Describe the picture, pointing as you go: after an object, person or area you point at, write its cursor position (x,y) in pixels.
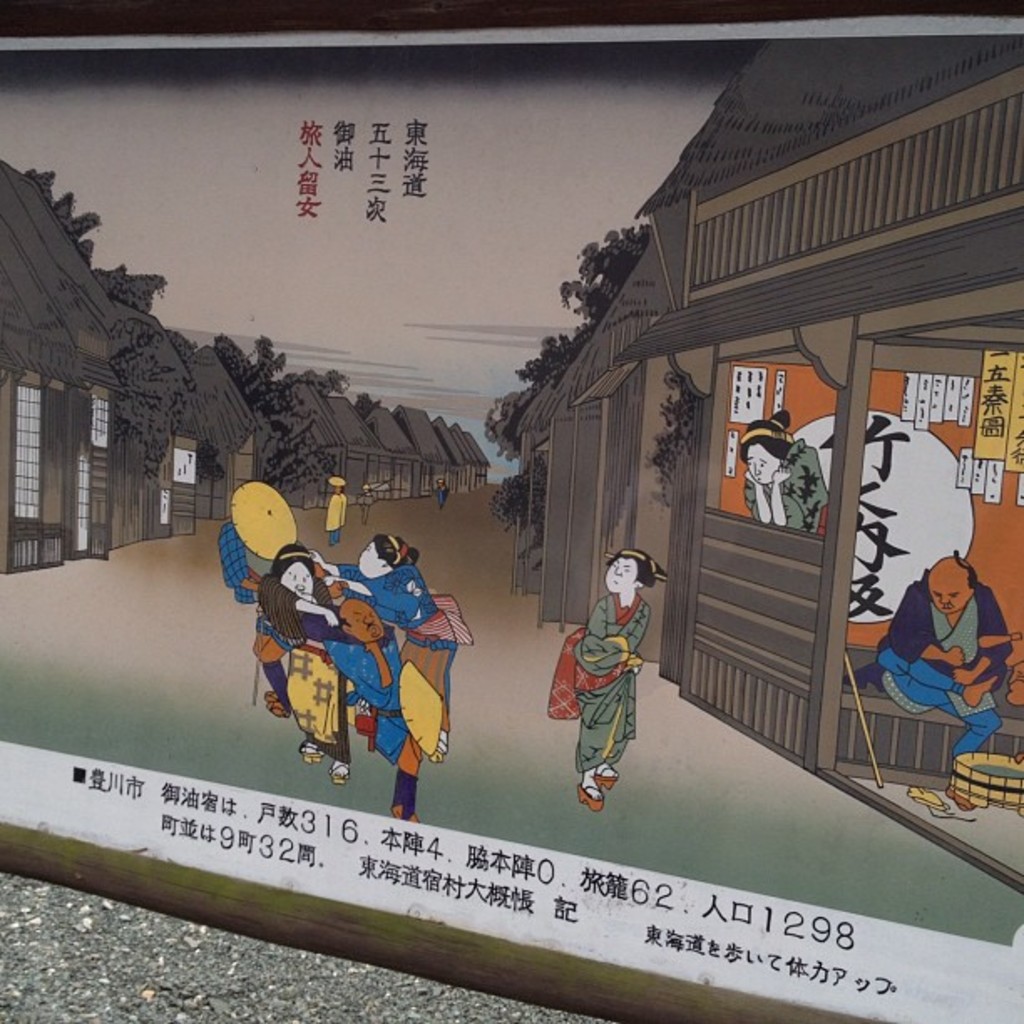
In the image we can see there is a painting (494,627) of people (593,652) on the poster (519,674) in which people (311,670) are fighting and a man (888,685) is sitting on bench (931,726). There are buildings (29,253).
